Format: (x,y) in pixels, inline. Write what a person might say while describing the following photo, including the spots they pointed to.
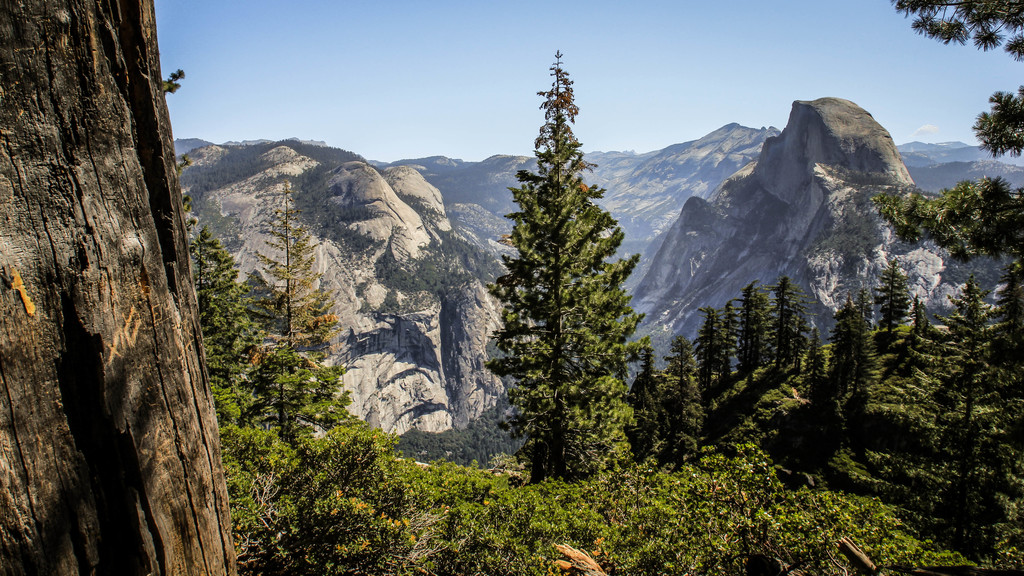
In this image I can see the trees (845,471). In the background (389,275), I can see the hills (745,199) and clouds (927,133) in the sky (757,64).
